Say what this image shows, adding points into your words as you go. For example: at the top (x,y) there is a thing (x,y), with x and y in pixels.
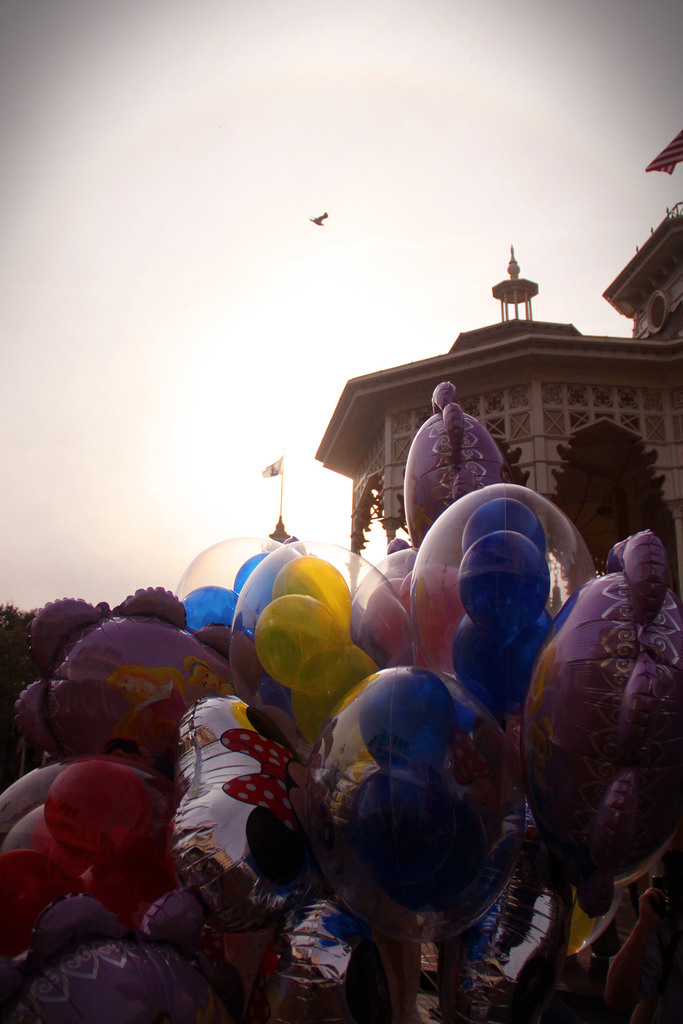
In this image there are group of toys (357,784), there is a building (545,368) towards the right of the image (594,361), there is a flag (280,462), there is a bird (325,216) flying in the sky (290,190).
